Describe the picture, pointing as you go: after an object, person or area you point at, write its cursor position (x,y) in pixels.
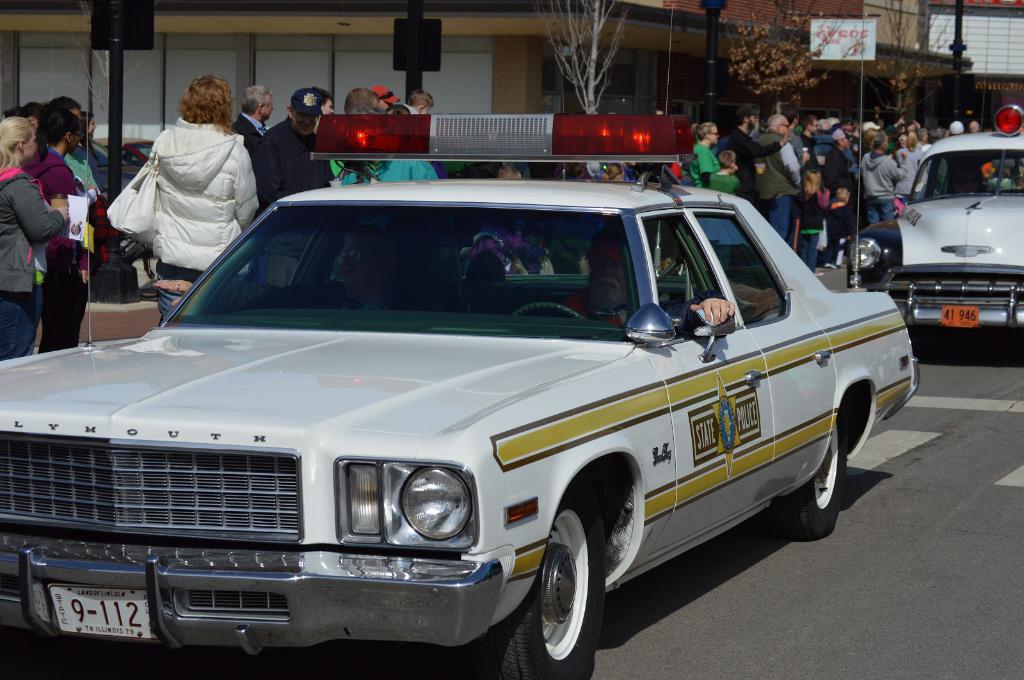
In this image I can see group of people (811,143) standing and few (172,195) are holding bags (152,206). I can see vehicles (897,353) on the road (939,436). I can see poles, trees (747,61) and building (806,42).
